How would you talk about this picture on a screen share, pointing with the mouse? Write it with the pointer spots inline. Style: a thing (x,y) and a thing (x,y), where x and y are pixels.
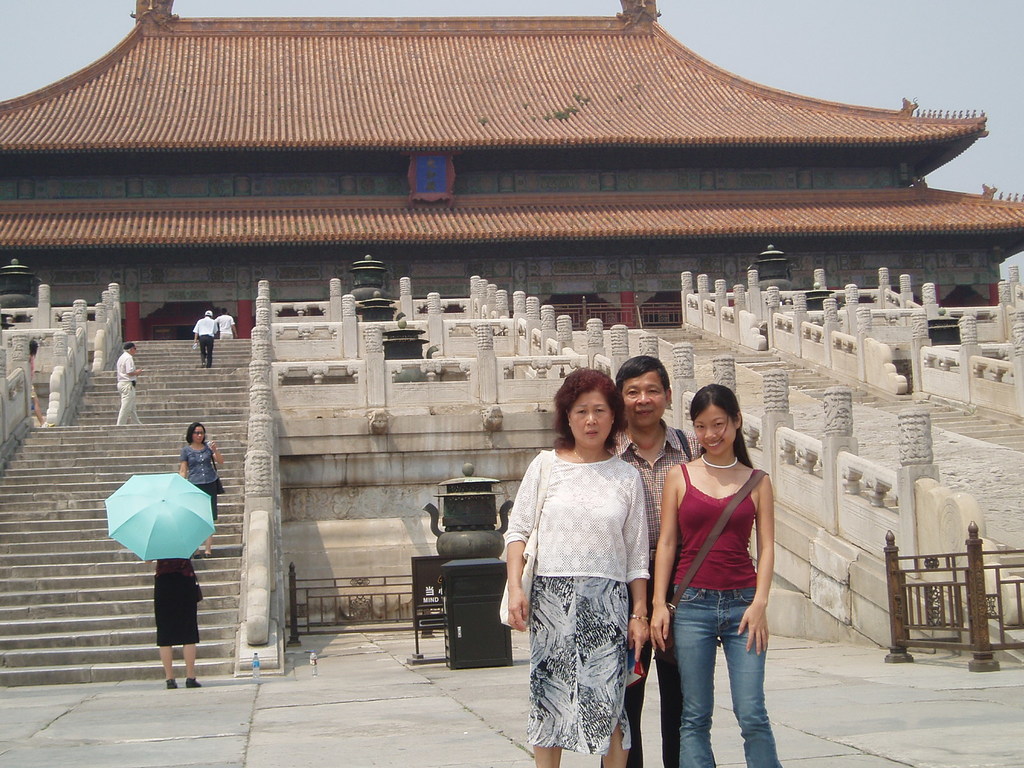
In the center of the image (658,491) there are three people (666,573) standing on the path (772,688). In the background (594,257) we can see a monument (542,151) and also stairs (45,513). Sky (900,34) is also visible.
